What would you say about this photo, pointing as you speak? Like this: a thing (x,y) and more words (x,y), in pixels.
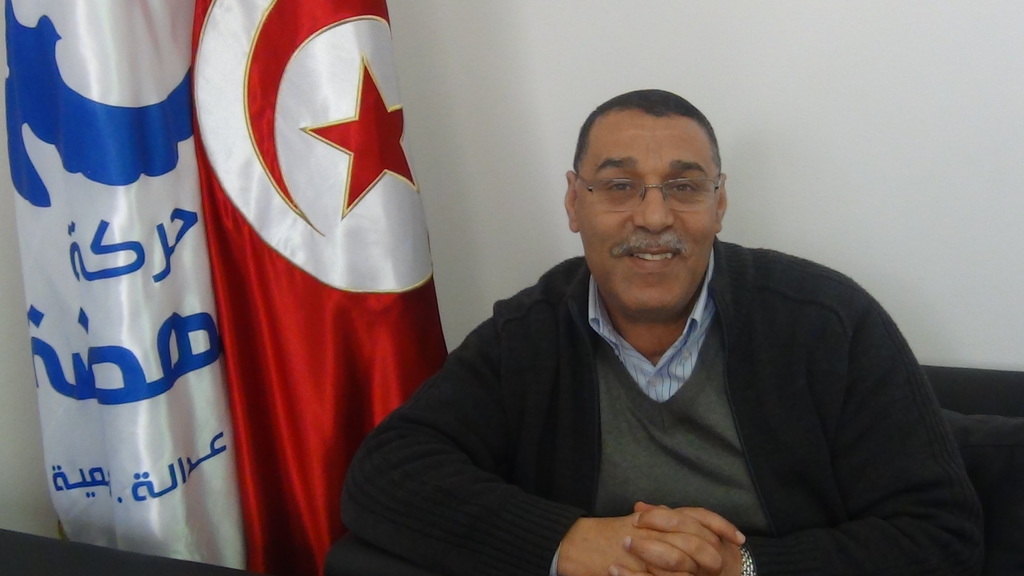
In this image there is a man (789,442) sitting on a couch (982,424). Behind him there is a wall (769,126). In front of him there is a table (116,565). Beside him there are flags (216,248). There is text (95,354) printed on the cloth (114,470) of the flag (131,471).
